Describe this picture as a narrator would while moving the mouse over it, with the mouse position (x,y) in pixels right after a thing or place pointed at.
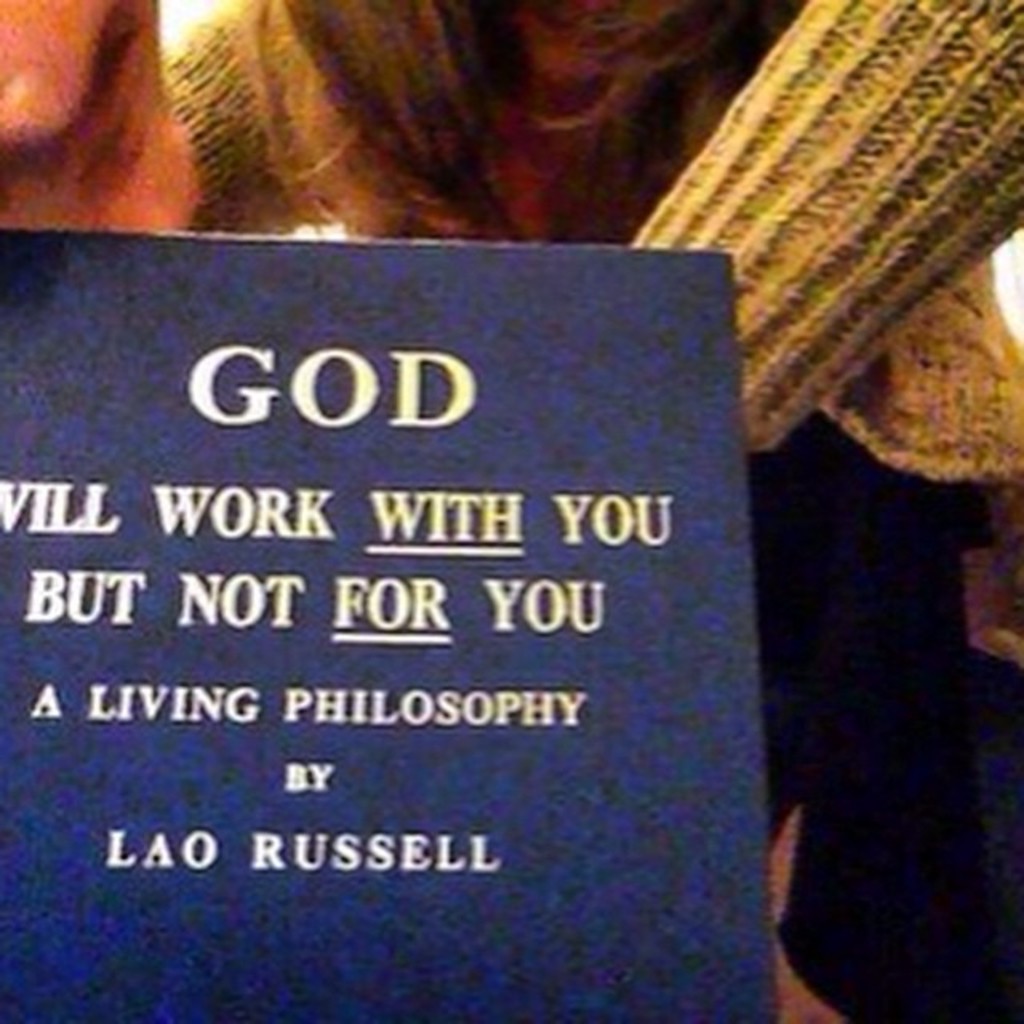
At the left corner of the image (323,958) there is a book (306,676) with something written on it. Behind the book (394,782) there is a person (712,176) with jacket (760,154).
